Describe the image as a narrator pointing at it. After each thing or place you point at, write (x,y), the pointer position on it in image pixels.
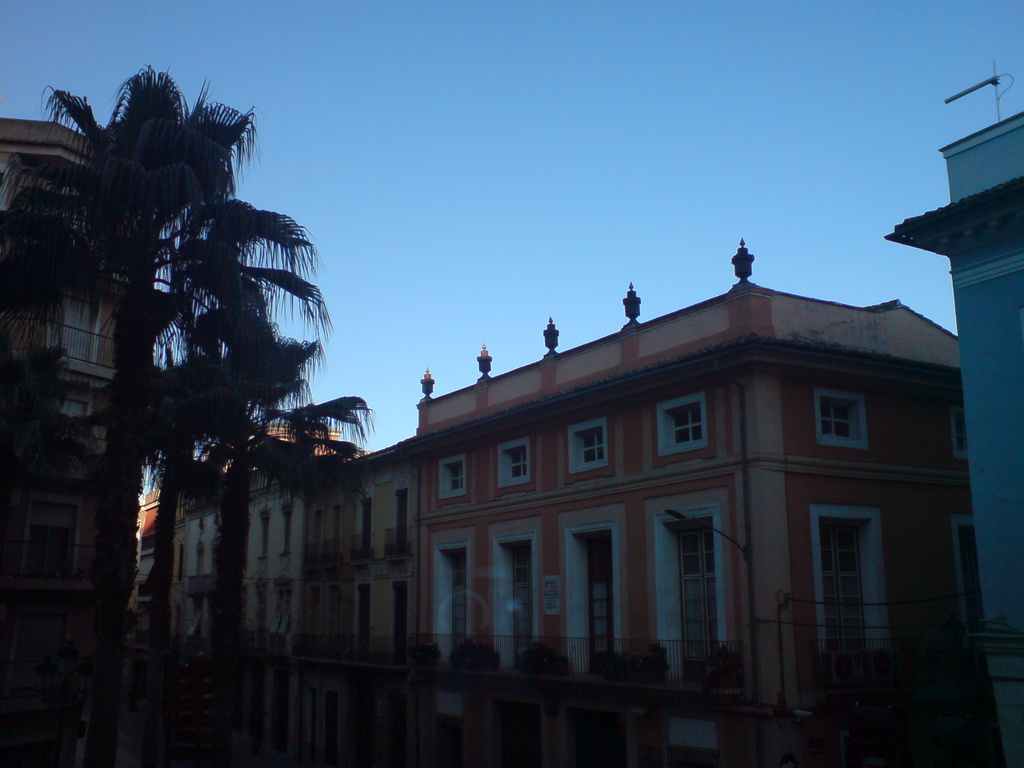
In this picture there are buildings (983,366) and trees (239,569) and there are plants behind the railing (843,652) and there are wires (848,626) on the pole (778,683). At the top (539,179) there is sky (571,99).
